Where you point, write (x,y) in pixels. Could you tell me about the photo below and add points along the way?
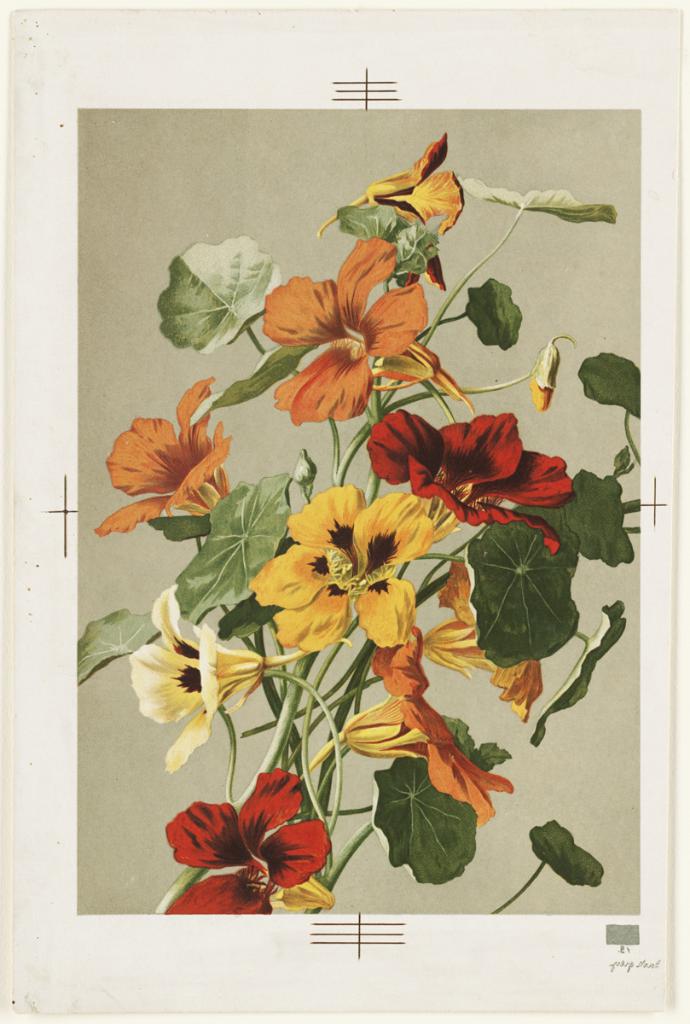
In this picture we can see a poster (256,770), on this poster (334,789) we can see flowers (465,775), stems (280,743) and leaves (249,510).
